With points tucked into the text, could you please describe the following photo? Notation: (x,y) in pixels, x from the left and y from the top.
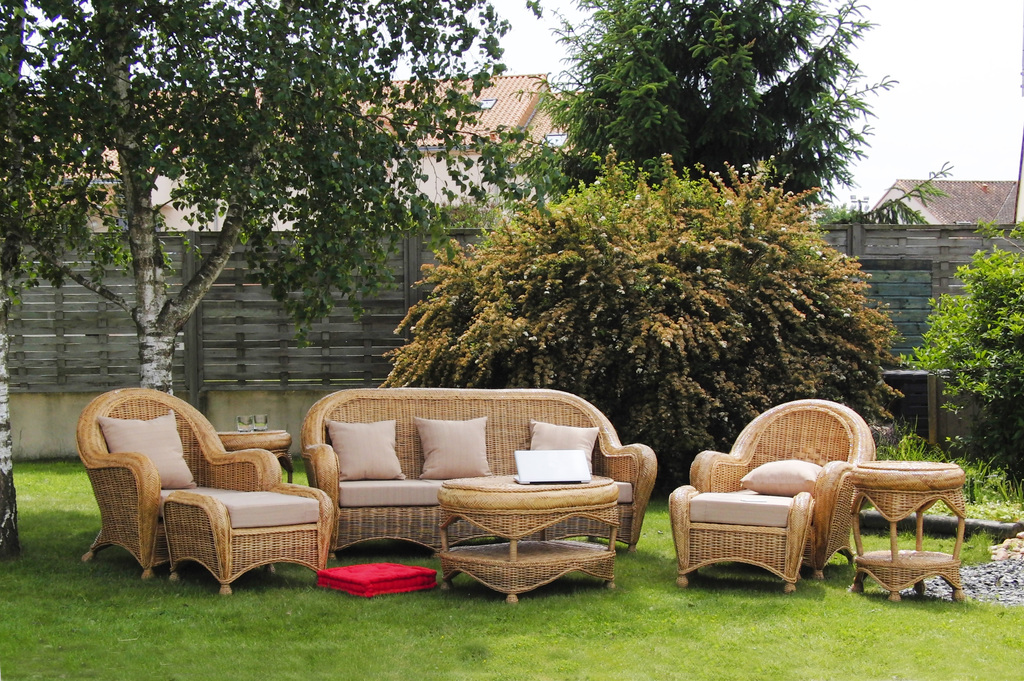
In this image, There is grass (818,658) in green color, There are some chairs (846,499) and sofa (410,466) in yellow color and there are some tables (446,514) in yellow color and in the background (1008,339) there are some plants (774,293) and trees (754,151) which are in green color, There is a wooden wall (285,329) in gray color and there is a sky (908,73) in white color.
